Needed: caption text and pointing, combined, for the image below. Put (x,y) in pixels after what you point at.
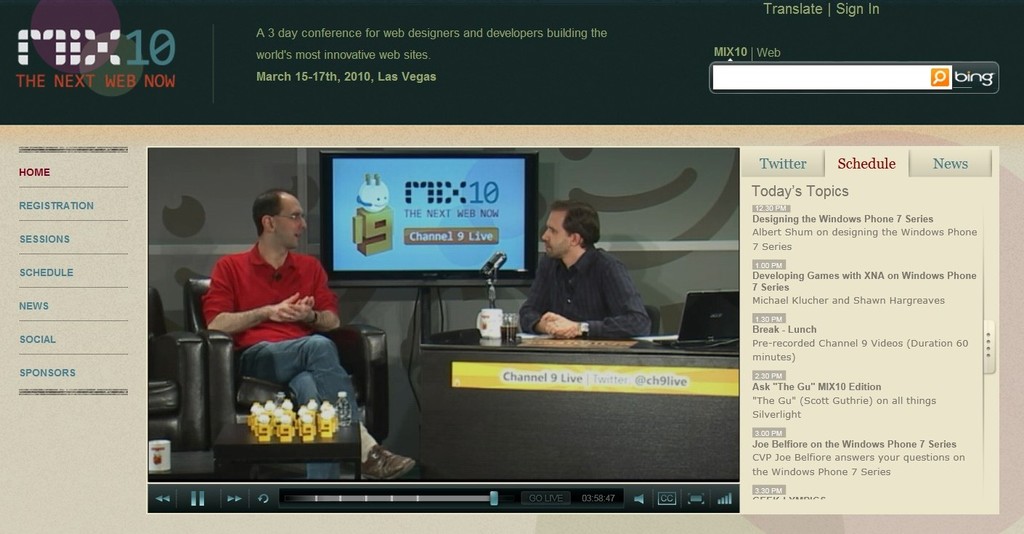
In this image I can see two persons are sitting on the chairs (352,328) in front of tables (525,385), mikes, bottles (343,422), wires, laptop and some objects (327,428). In the background (413,428) I can see a monitor (484,217), wall (185,185), logo (153,42) and a text (831,276). This image looks like a screen (842,54).
